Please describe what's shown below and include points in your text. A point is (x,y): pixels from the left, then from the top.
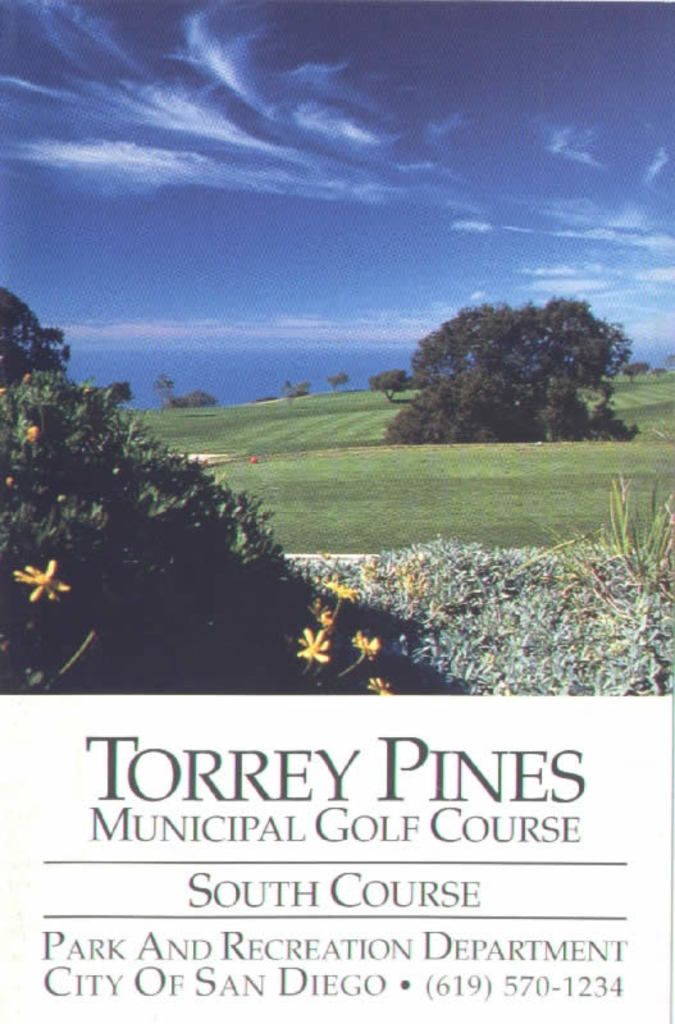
In this picture I can see a poster (360,809) on which we can see some trees (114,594), grass (245,465) and also we can see some text (326,754).
